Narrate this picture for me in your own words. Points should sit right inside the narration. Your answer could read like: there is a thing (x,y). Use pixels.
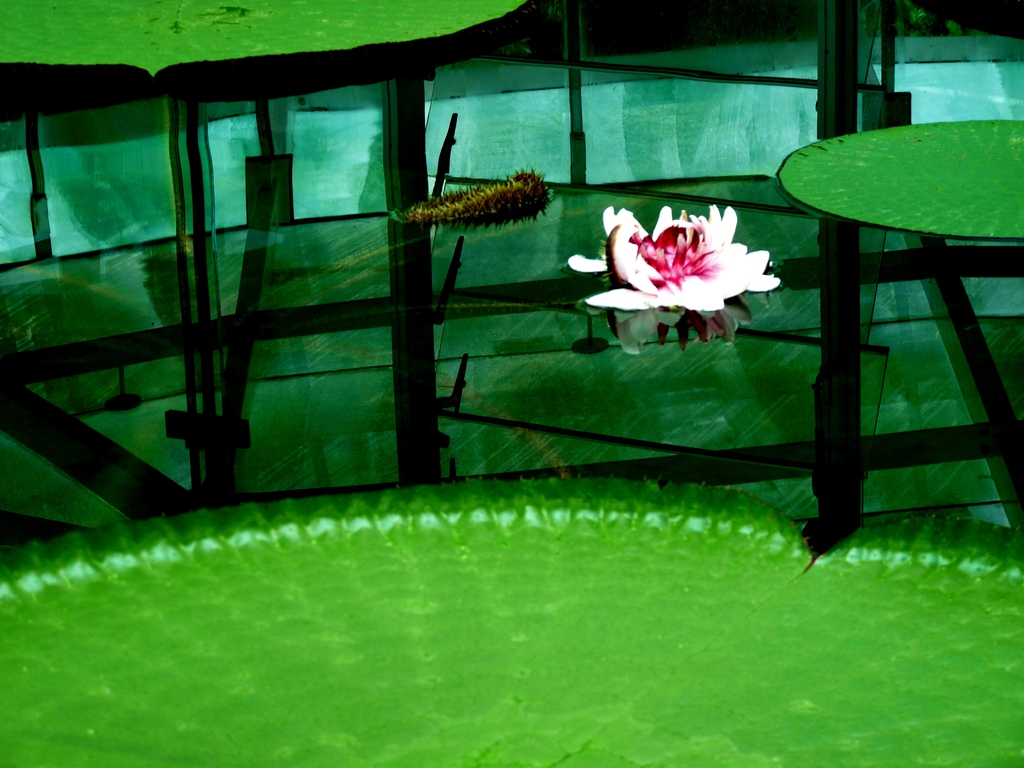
In this image there is a lotus (646,237) and few leaves (350,27) on the water (582,235) and we can see there is some reflections (413,352).
